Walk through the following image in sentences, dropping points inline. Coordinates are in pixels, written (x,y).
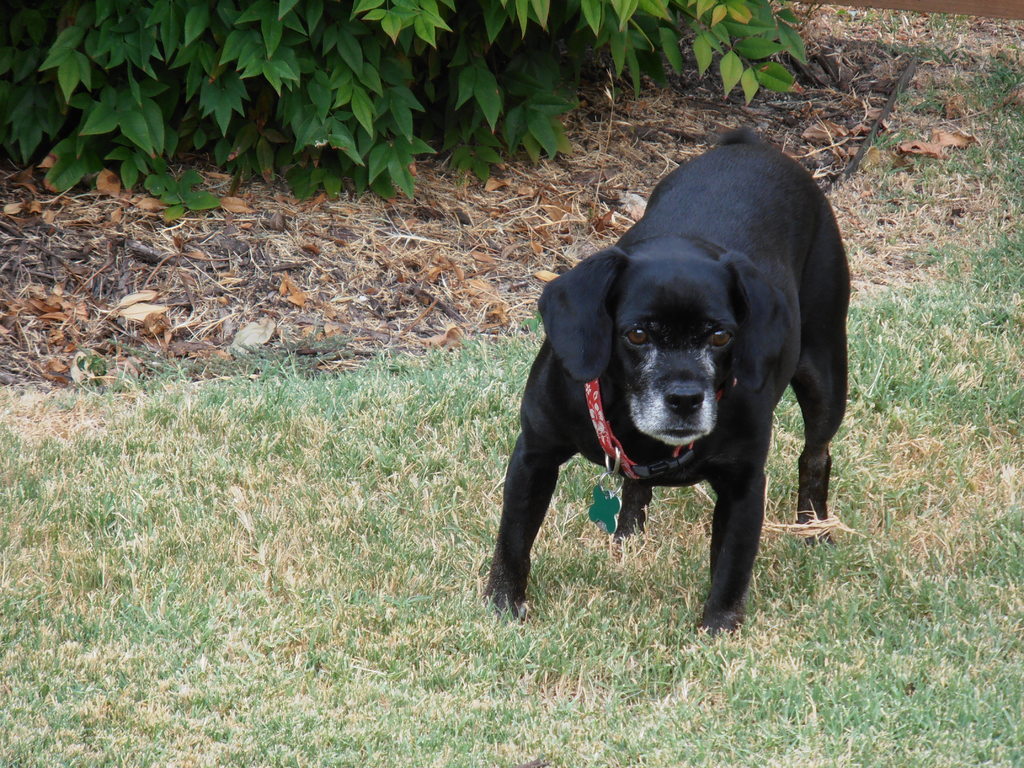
In the picture there is a dog (784,380) on the grass (508,695), there are plants (407,4).
